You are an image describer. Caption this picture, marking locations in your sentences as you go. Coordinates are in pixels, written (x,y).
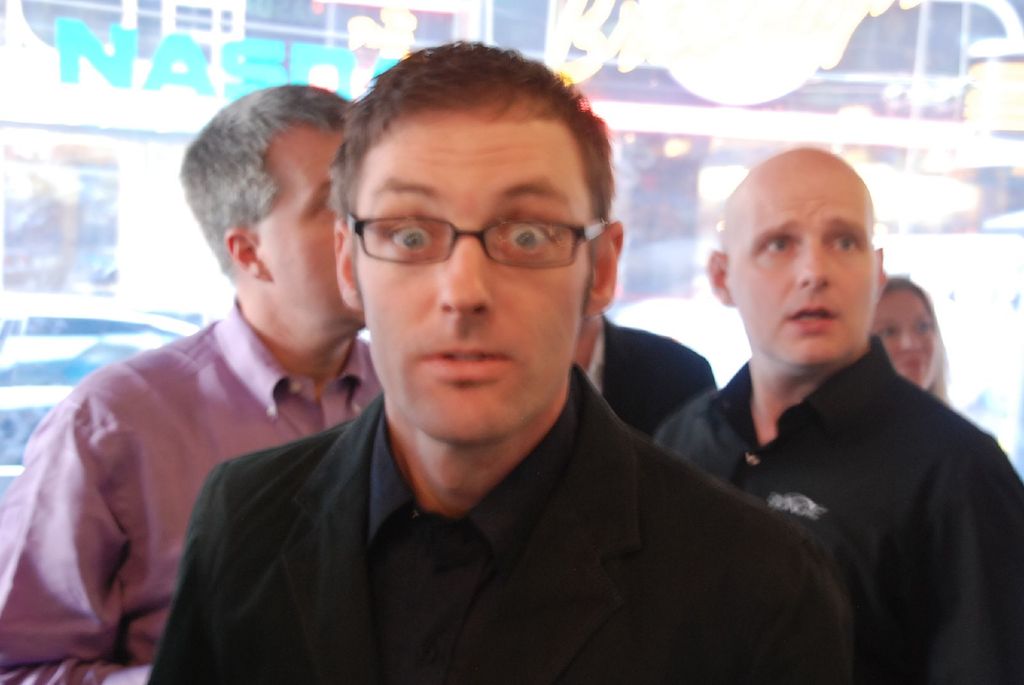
In the image I can see a person (381,541) who is wearing the spectacles (484,246) and behind there are some other people (311,216).
